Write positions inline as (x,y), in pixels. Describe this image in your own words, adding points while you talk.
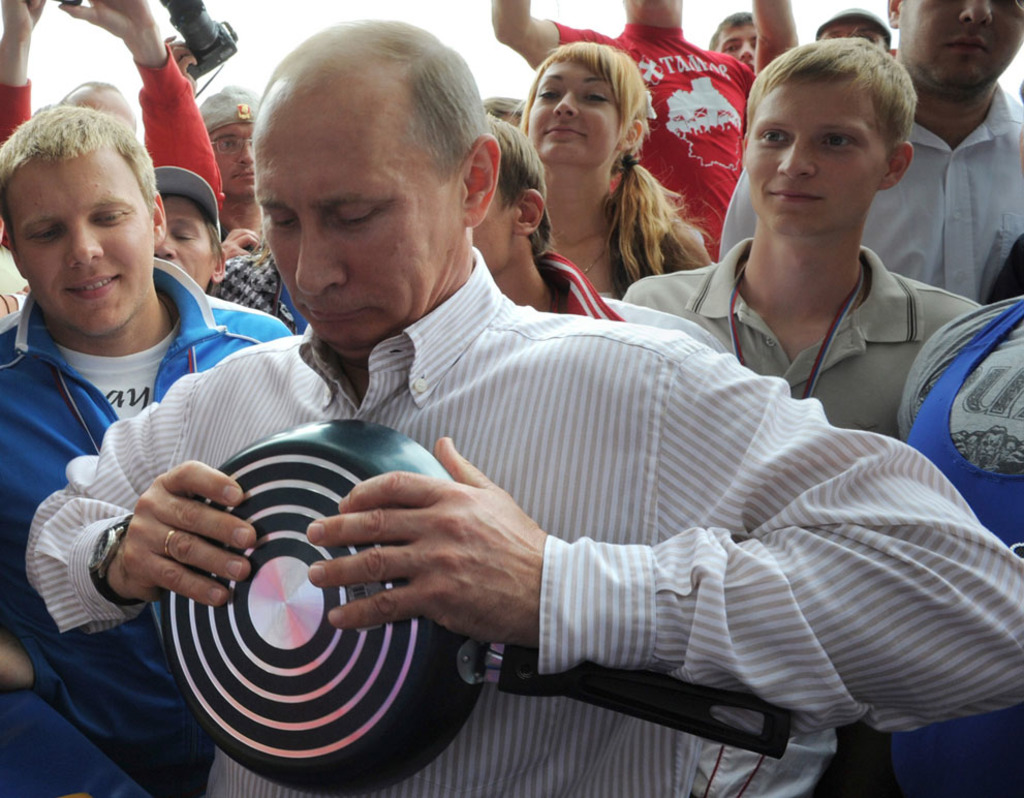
In this picture I can observe some people (707,197). There are men (332,107) and women (609,146) in this picture. One of them is holding a pan (342,554) in his hands (341,572).
